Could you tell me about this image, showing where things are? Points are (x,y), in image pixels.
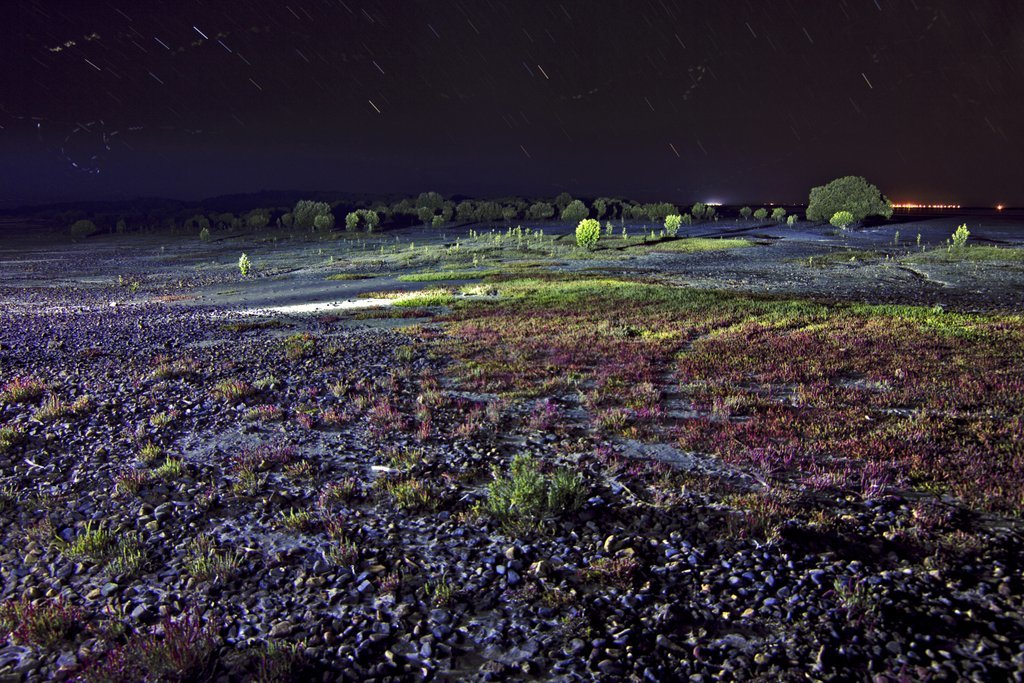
This picture is taken during night, in this picture there is a ground (736,247), on the ground (192,496) there are few plants (800,309) and bushes (125,221), at the top (458,114) there is the sky (756,70) visible, in the top right (942,207) there is a light focus (929,208) visible.
